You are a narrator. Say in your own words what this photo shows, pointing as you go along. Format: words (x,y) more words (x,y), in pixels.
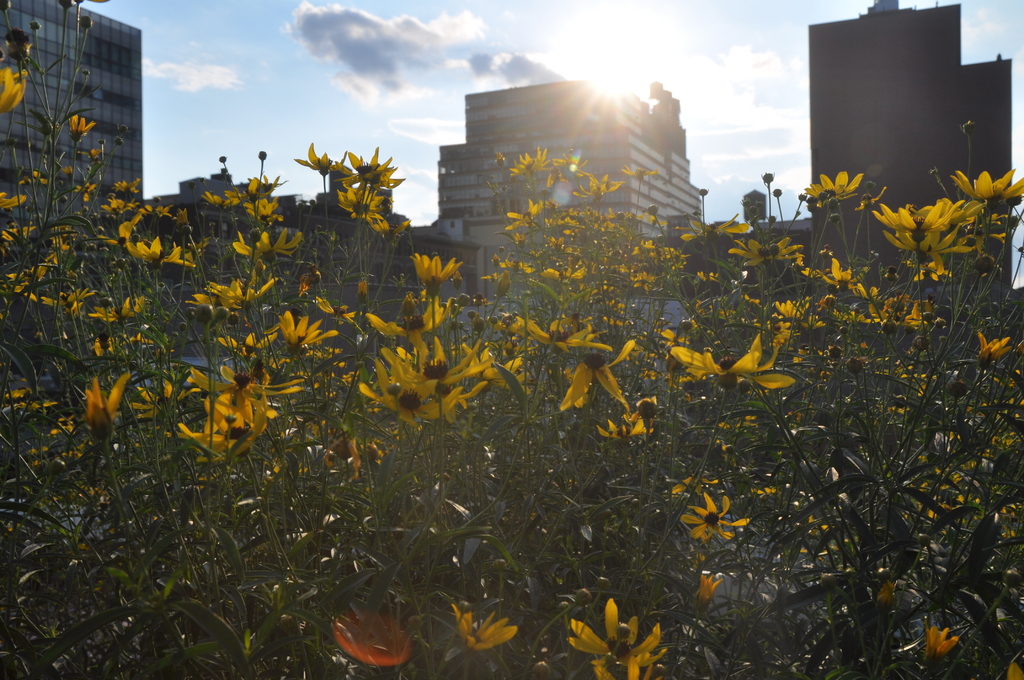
In this image we can see the plants (699,405) with flowers (446,387). In the background (473,244), we can see the buildings (506,204) and the cloudy sky (367,81).
